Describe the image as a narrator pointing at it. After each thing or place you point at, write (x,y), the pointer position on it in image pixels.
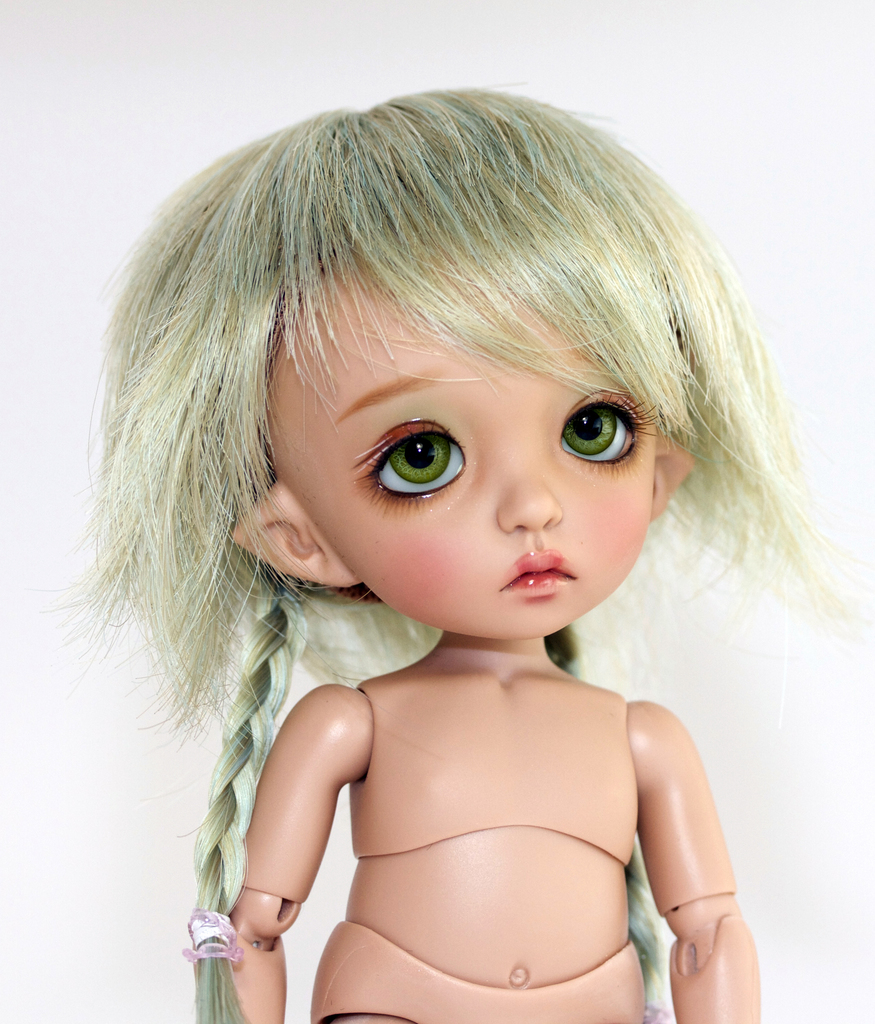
In this picture we can see a doll (607,620) and in the background (735,718) we can see white color.
